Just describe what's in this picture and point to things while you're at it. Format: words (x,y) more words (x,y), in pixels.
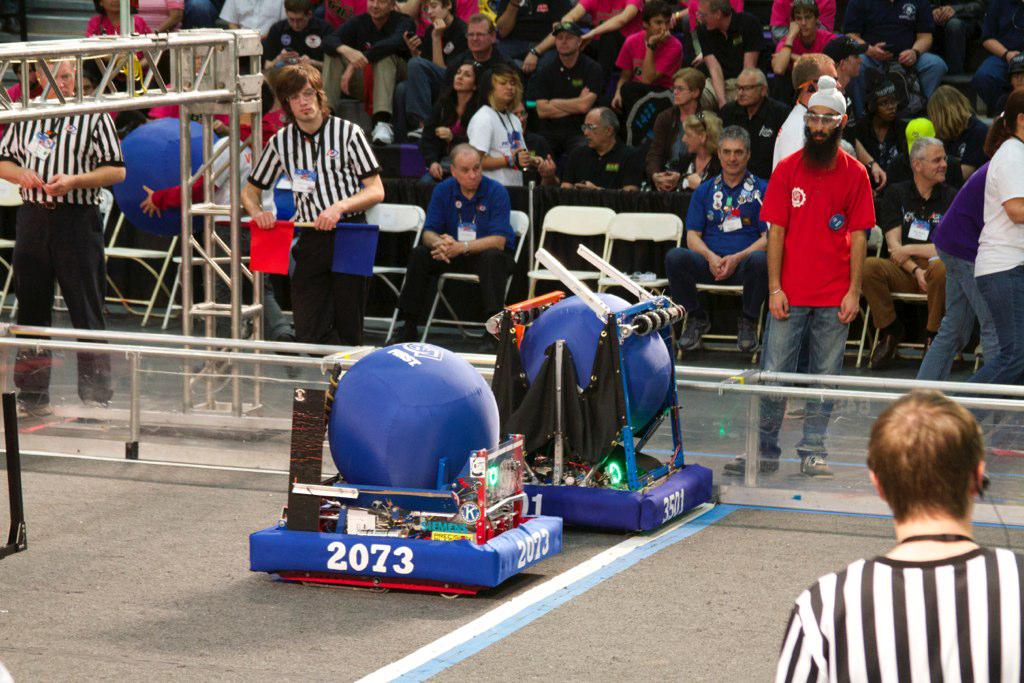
In the picture we can see some objects (318,471) are placed on the ground (117,651) and this person (924,612) on the right side (832,630) is wearing black and white striped T-shirt (923,631). Here we can see these people (370,206) are standing here. Here we can see the glass fence (215,401). In the background (509,206), we can see these people (461,174) are sitting.
